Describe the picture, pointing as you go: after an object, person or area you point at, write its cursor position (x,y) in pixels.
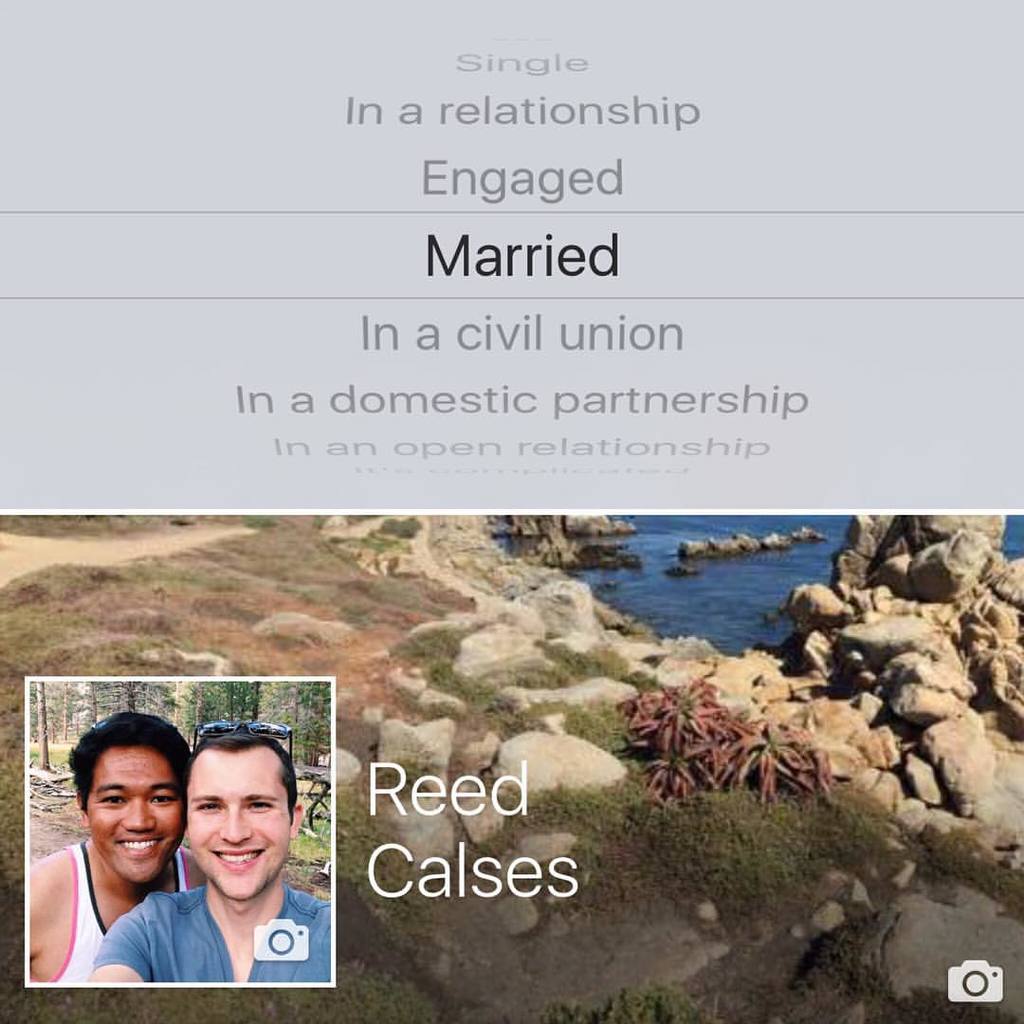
In this image there are two persons (268,846) and there are rocks (797,711) and a sea (762,621).
